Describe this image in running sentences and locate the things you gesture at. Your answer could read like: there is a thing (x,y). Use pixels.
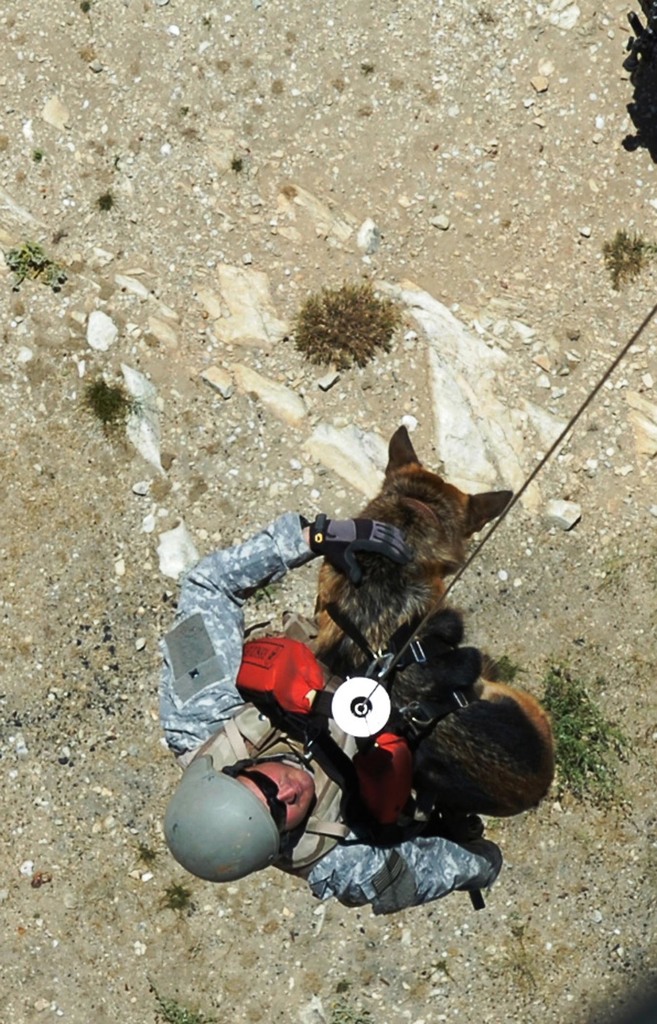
In this image I see a man (234,735) who is wearing a helmet (241,819) and shades (278,813) and I see that he is wearing a uniform (175,699) and I see the red color thing (297,651) over here and I see a dog (379,614) which is of brown and black in color and I see the black wire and I see the ground (249,360) on which there are stones (330,239) and small plants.
